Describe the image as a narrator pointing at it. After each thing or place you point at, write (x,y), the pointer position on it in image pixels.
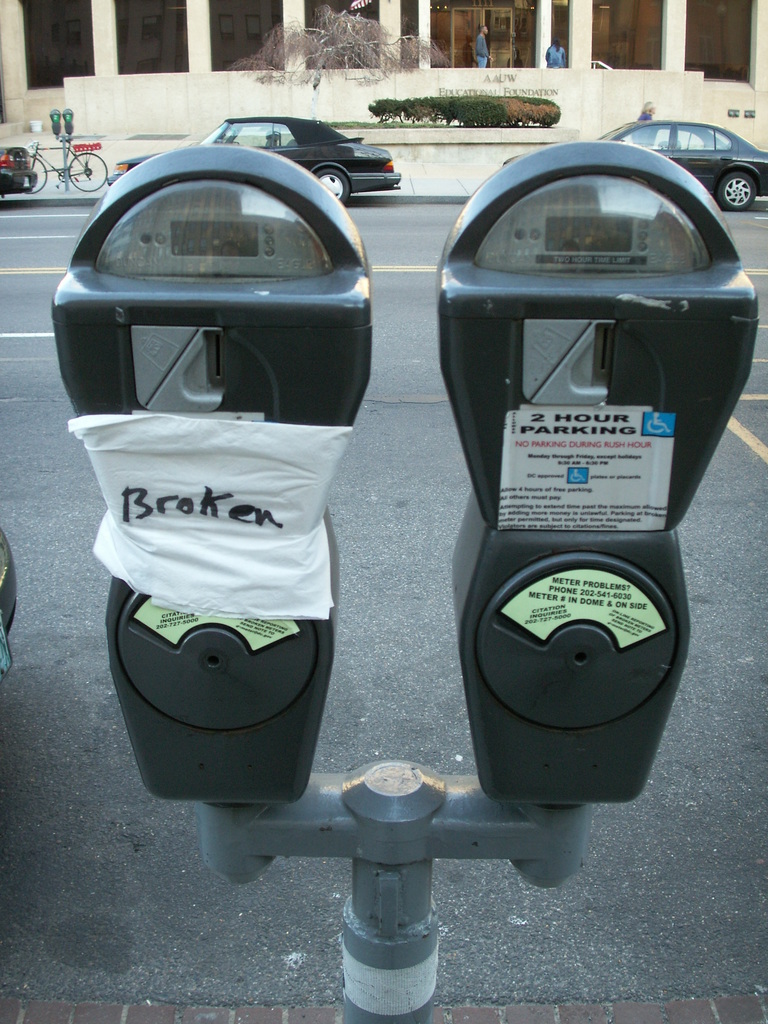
An outdoor picture. This is an electronic device (145,400), supported with a rod pole (380,886). This is a road (416,334). Vehicles (706,135) on road (424,240). Plants (497,107) are in green color. This is a building (626,19) with white pillars (388,16). In-front of this building (513,43) humans (481,43) are standing. Bicycle (93,150) on footpath (45,154).
